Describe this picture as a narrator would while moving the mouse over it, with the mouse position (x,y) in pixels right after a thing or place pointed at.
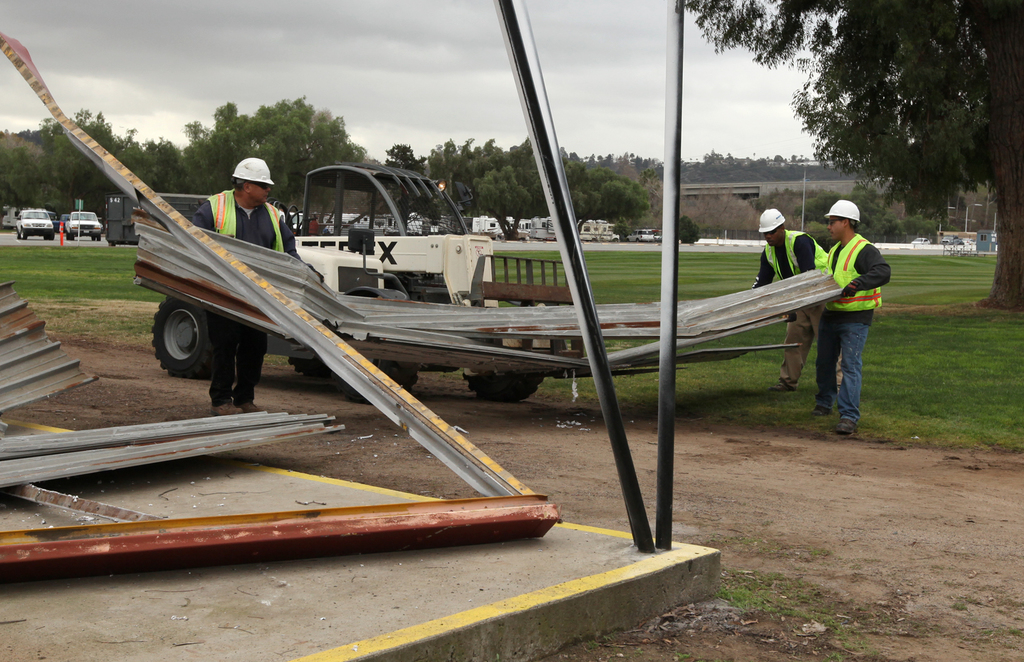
In the center of the image (448,293) there is a vehicle (164,314). People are carrying the iron sheets (761,348). At the left side of the image (280,616) there is a platform (321,588) and on top of it there are iron sheets (470,457). At the bottom of the image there is grass (944,351) on the surface (979,362). At the backside of the image (86,214) there are vehicles (27,228) parked on the road (8,234). In the background of the image (478,182) there are trees (603,178) and sky (617,68).
